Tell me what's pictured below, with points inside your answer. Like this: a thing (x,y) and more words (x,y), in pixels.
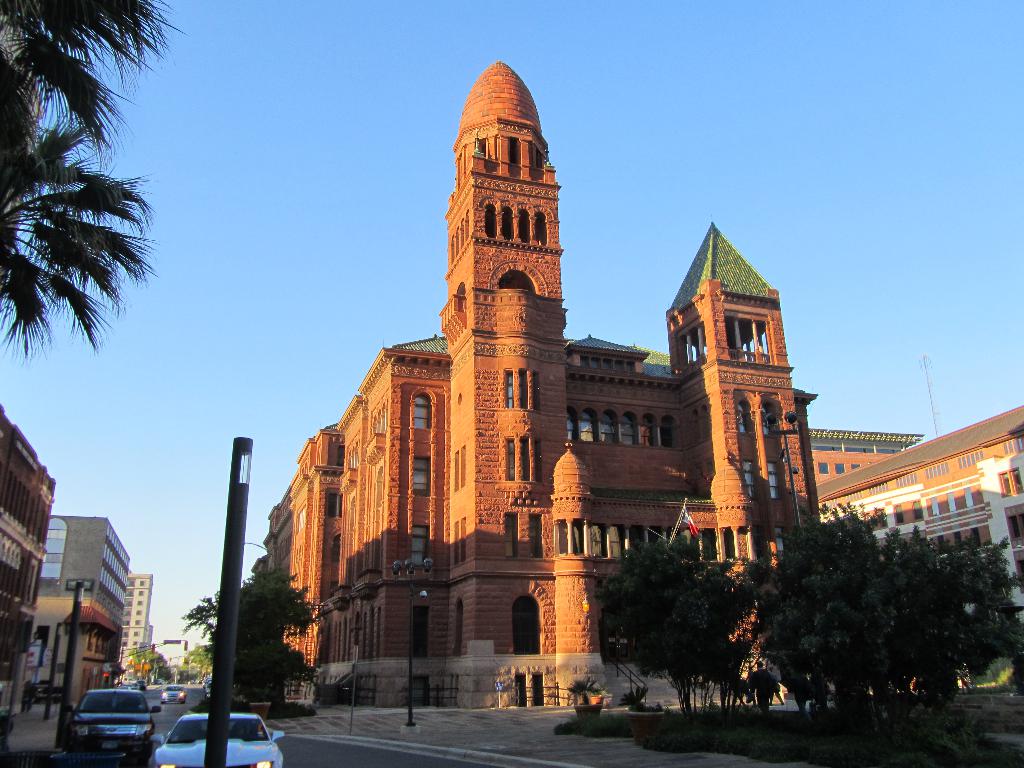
In this image there are buildings (433,555) and trees (287,618), in front of the buildings (338,614) on the road (165,725) there are cars (178,735) passing.
